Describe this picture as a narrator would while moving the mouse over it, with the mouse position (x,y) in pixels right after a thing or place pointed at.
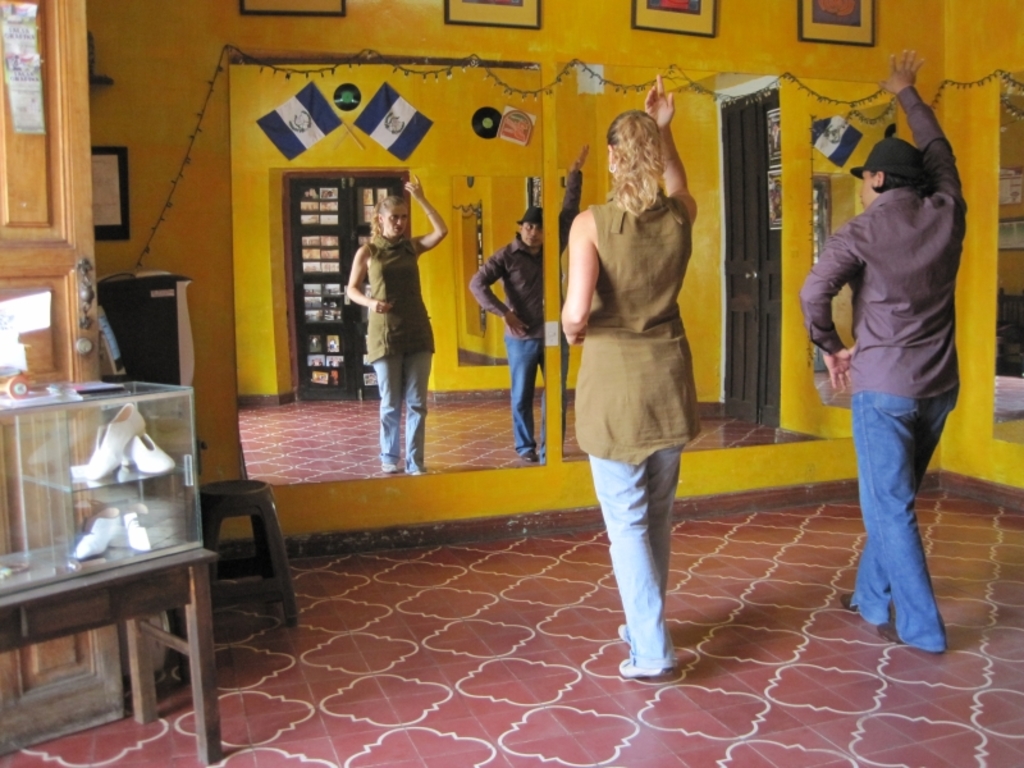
In this image, there are a few people (637,518). We can see the ground (451,575). We can see a glass container (152,386) with some objects (136,419) on a table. We can see a stool (246,487) and some wood (68,299). We can also see the wall (204,26) with some frames (706,4). We can see some lights (193,138). We can see the mirror (387,183) with some objects (385,119). We can also see the reflection (371,298) of people (371,239) and the doors (760,350) in the mirror (758,336).
